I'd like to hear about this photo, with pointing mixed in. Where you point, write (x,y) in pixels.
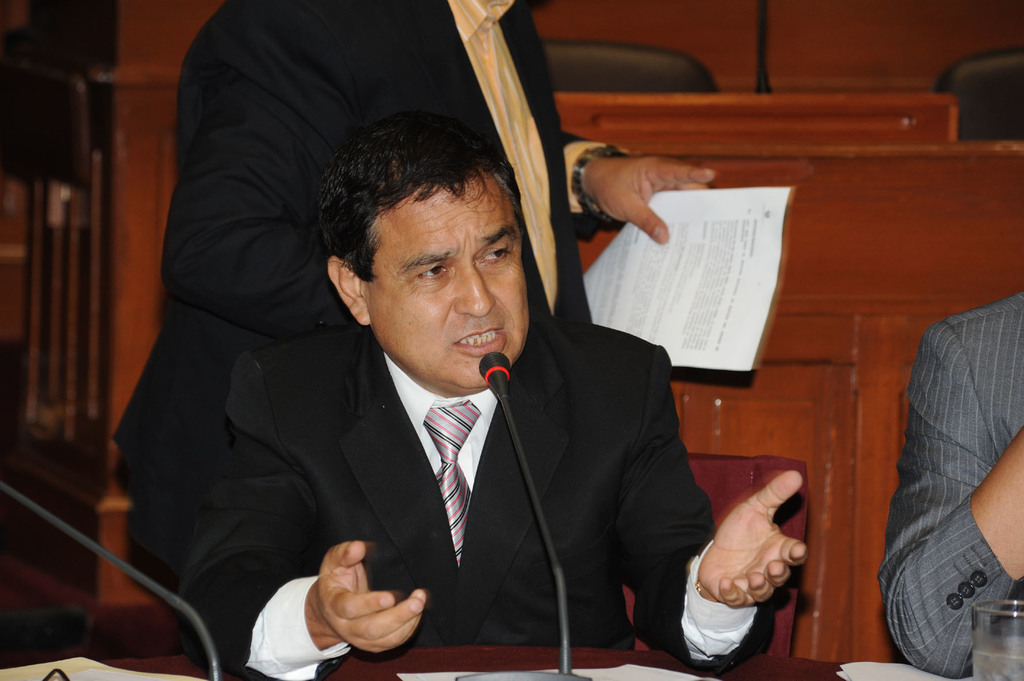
In the foreground of the picture (795,672) there is a table (135,659), on the table (742,674) there are microphones (493,366). In the center (608,419) there is a man (364,456) in black suit (591,405) talking. To the right (901,505) there is another person (976,444) sitting. In the background (357,124) there is a man (229,327) standing and holding papers (697,265). In the background (844,131) there are benches (942,107) and seats (978,68).
